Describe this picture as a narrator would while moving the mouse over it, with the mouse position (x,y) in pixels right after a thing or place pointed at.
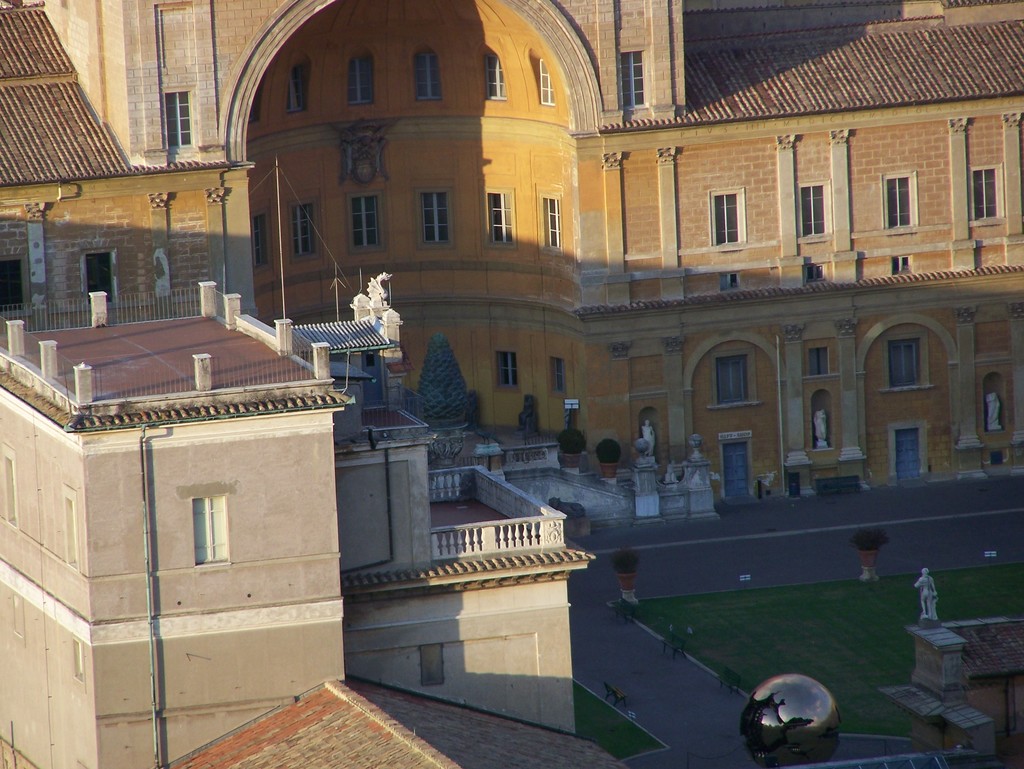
In this image we can see buildings (685,430), windows (379,247), railings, road (720,502), grass (873,613) on the ground (703,683), plants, statues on the platforms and a spherical object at the bottom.
